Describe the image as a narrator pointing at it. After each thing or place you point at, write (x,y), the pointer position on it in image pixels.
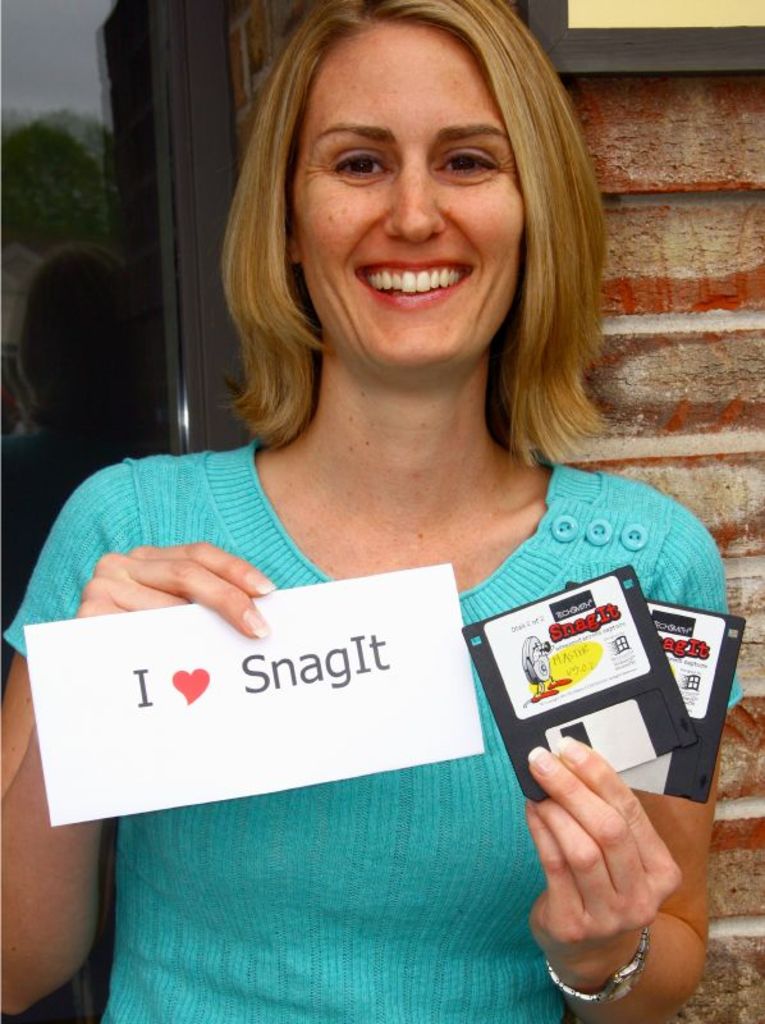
In this picture we can see a woman (318,971) holding cards (356,649) with her hands (107,605) and standing and smiling and in the background (703,170) we can see a frame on the wall (703,170).
